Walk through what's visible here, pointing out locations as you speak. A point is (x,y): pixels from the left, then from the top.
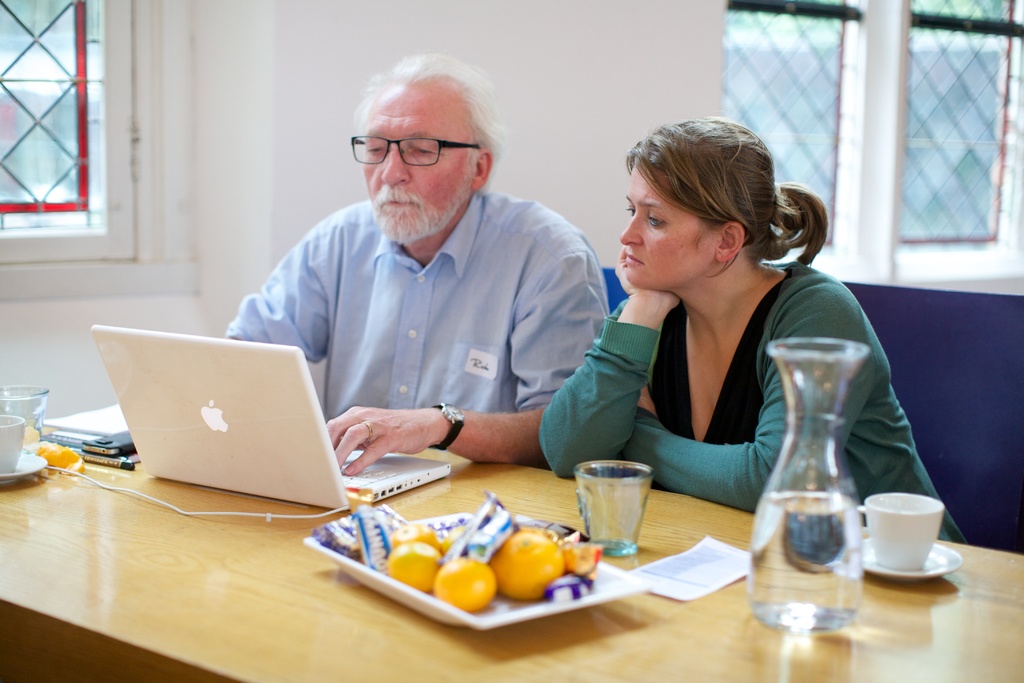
In this image i can see a women (628,309) and a man (562,294) sitting on a chair (969,361) and doing work in a laptop (401,455) there are few fruits (503,588) in a plate (498,599), a glass (614,479), a bottle (787,545) on a table (727,627) at the back ground (251,187) i can see a wall (327,109) and a window (56,105).
